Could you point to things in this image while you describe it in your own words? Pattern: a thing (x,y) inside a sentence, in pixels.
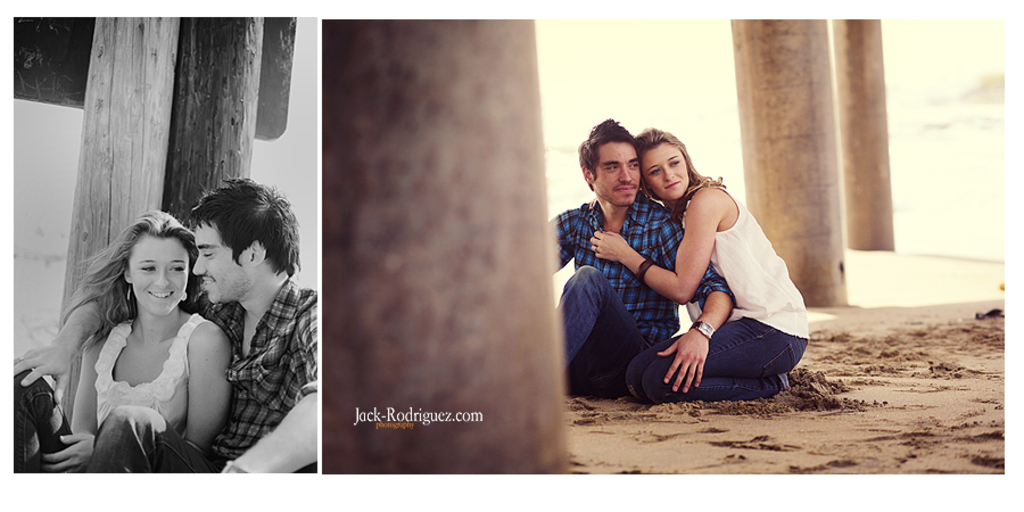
This is a collage picture. Here we can see a man (665,231) and a woman (708,376). And there are pillars (763,176).
